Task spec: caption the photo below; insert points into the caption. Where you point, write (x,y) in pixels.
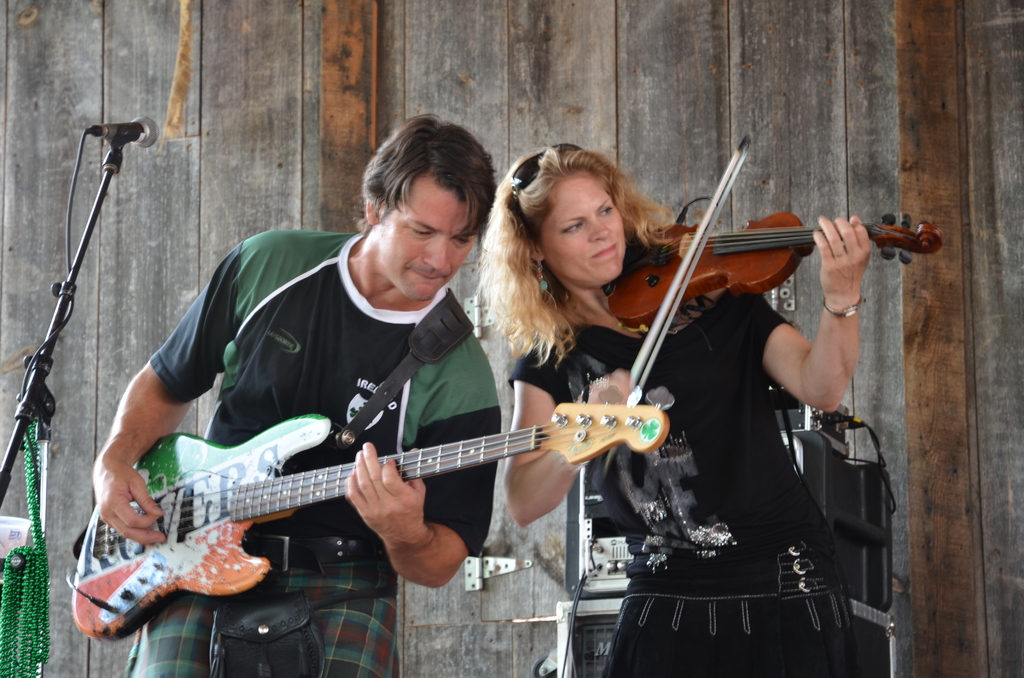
A man (402,185) is playing guitar (232,563) and beside him a woman (591,283) is playing violin (711,244).
